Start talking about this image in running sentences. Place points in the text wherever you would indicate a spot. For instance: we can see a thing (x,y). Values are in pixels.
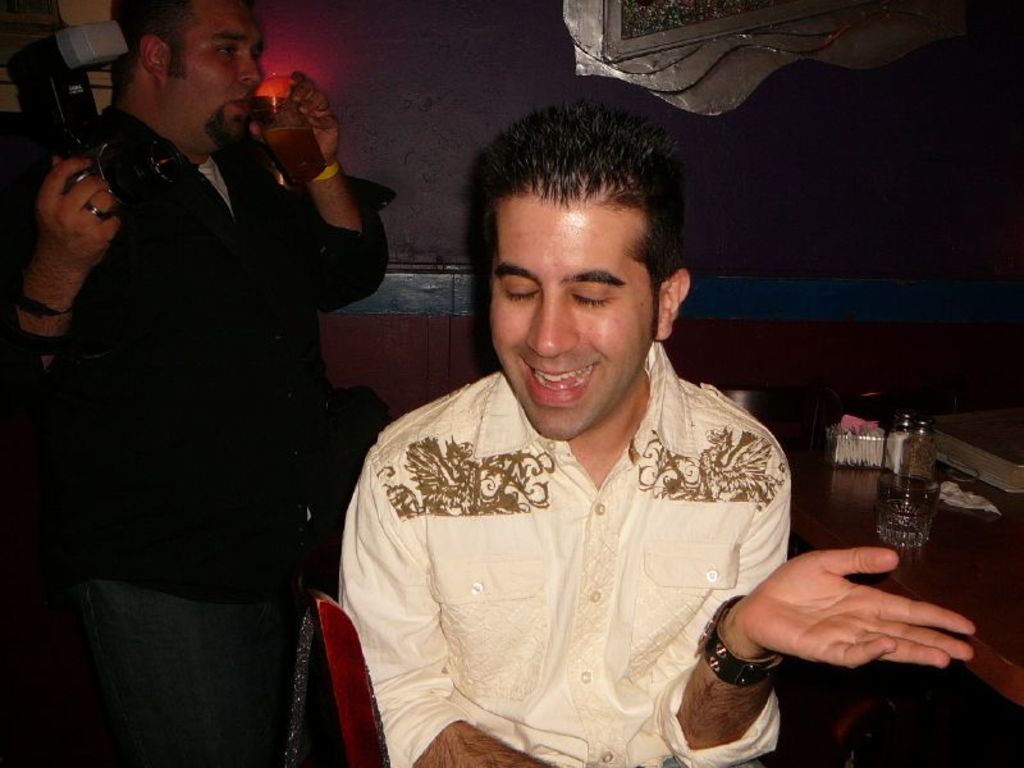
In this picture I can see two men (486,526). The man (300,336) on the left side (139,278) is holding a glass (298,161) in the hand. The person (629,517) on the right side (716,517) is wearing a cream color shirt (538,614) and smiling. On the right side (966,545) I can see a table (984,542) on which I can see a glass (927,500) and some other objects (918,451). In the background (541,7) I can see a wall (541,7).
